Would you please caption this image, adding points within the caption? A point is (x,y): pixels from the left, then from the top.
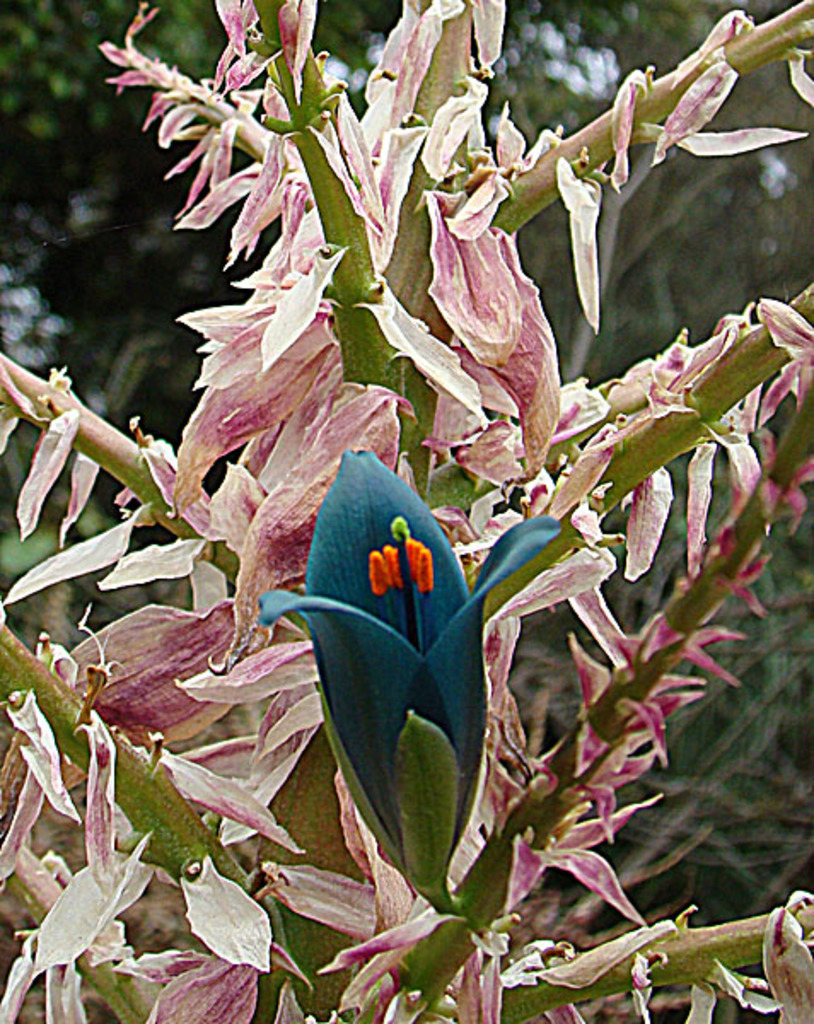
In this image I can see a tree (344,861) which is green in color and to it I can see few flowers (316,600) which are cream, pink, blue, orange and green in color. In the background (170,302) I can see few trees (134,209).
